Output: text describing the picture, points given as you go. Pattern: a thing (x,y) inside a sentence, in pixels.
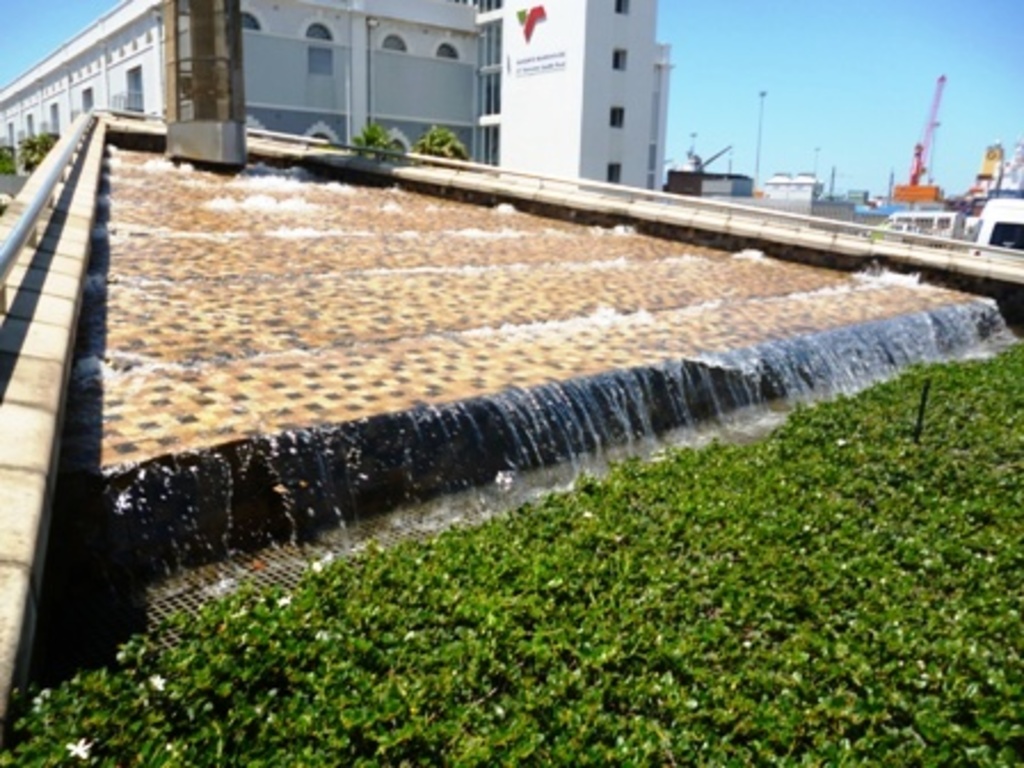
In this image in the front (351,669) there are plants (656,621). In the center (387,373) there is water (275,285) which is flowing. In the background (431,92) there are trees (366,130), buildings (134,58) and there is some text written on the wall (528,70) of the building (530,79), there are vehicles (1003,224) and there are poles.
